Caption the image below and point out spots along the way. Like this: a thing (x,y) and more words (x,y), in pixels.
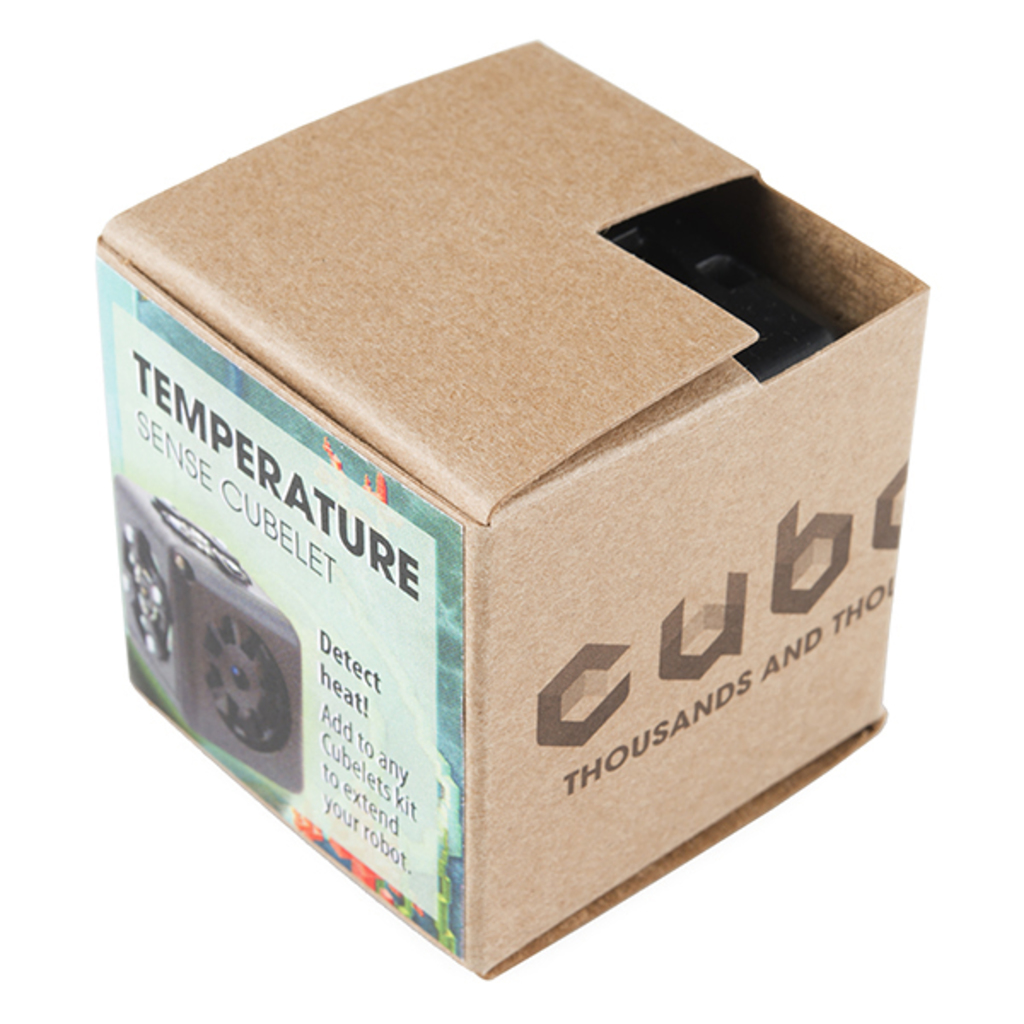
In this picture, we see a shipping box (526,480). We see a poster (452,559) in light green color is pasted on the box (498,650). We see some text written on it. In the background (91,360), it is white in color.
